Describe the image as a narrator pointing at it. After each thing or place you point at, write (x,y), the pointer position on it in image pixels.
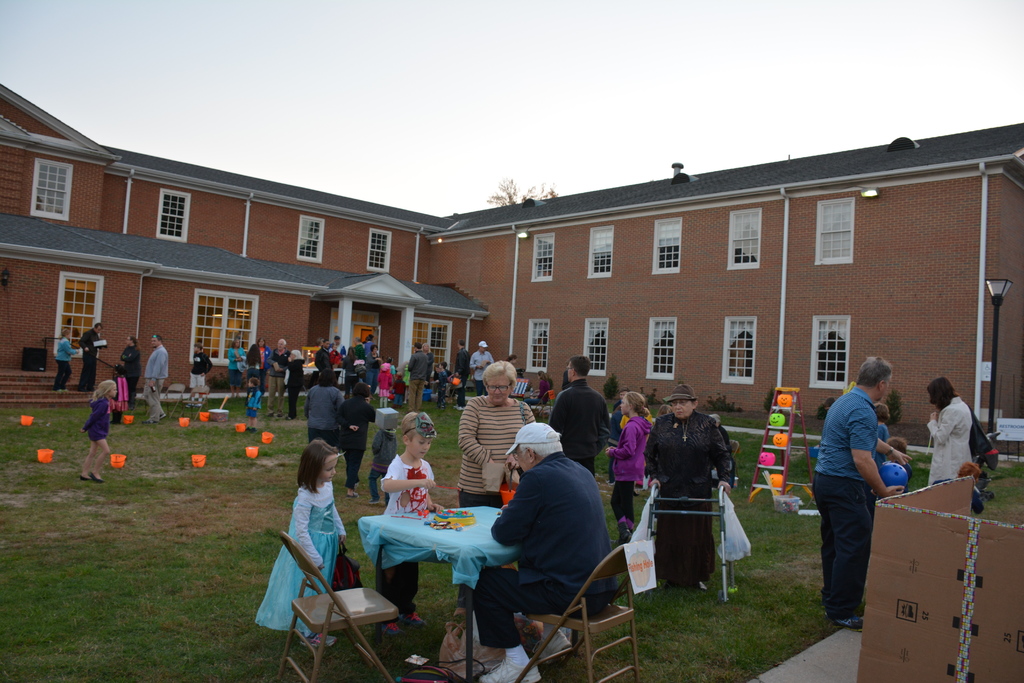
In this image we can see many people (413,476) in the ground (750,524). In the foreground of the image (451,548) we can see a table (466,554) and chairs (340,600). In the background of the image (576,237) we can see a building (490,261) and sky (558,124).
